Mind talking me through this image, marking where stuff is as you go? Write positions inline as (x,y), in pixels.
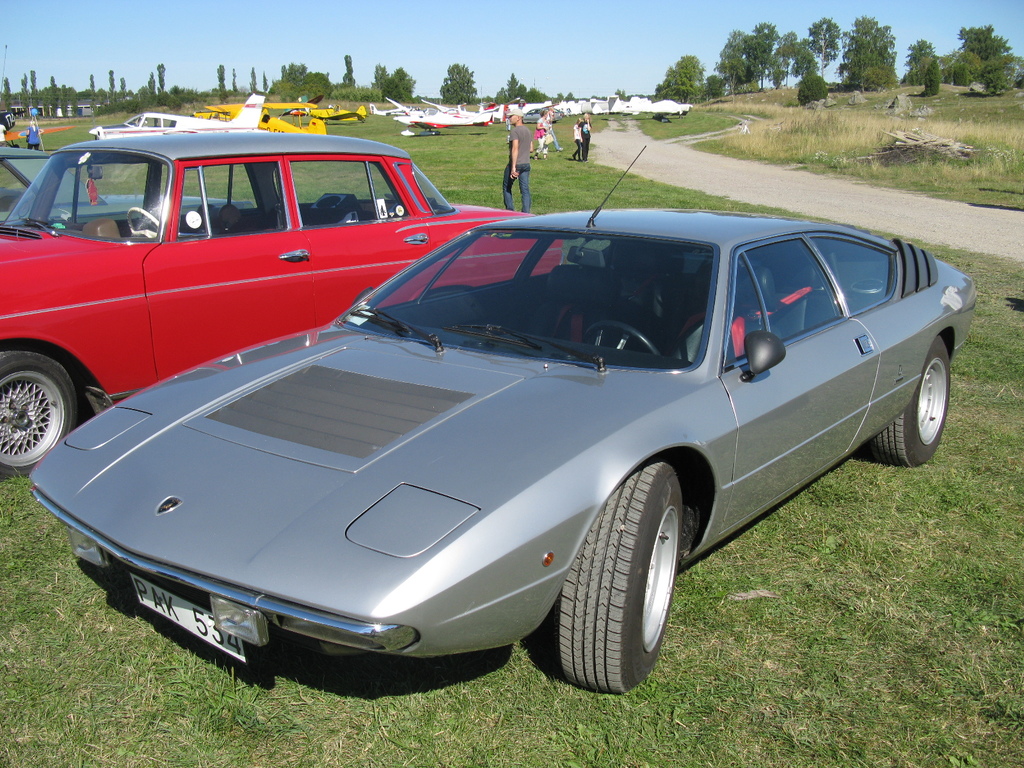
There are vehicles (678,284) in different colors, aircraft (175,120) in different colors and persons (578,141) on the ground (998,341), on which there is grass (533,153). Beside this ground (1004,284), there is a road (781,204). In the background (561,120), there are trees (961,72), plants (717,90) and grass (971,127) on the ground (956,120) and there is blue sky (204,45).
